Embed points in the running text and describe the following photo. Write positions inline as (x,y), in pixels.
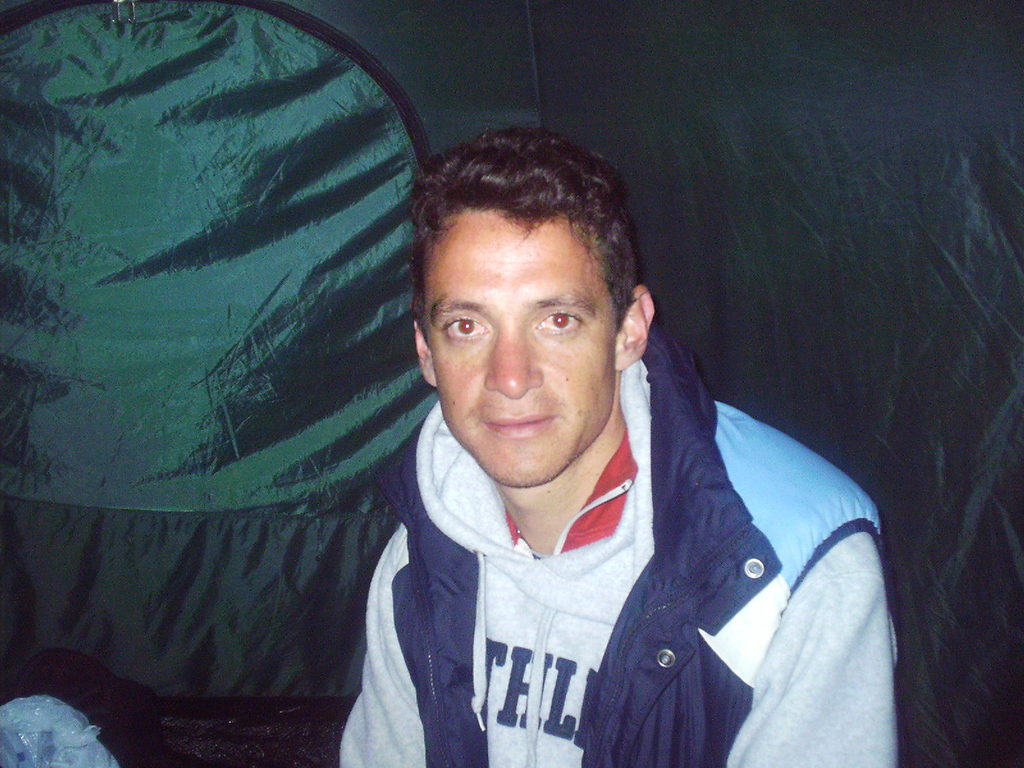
In the center of the image (475,354) we can see a man (482,603). He is wearing a jacket (797,571). In the background (664,190) we can see a curtain (258,141).
